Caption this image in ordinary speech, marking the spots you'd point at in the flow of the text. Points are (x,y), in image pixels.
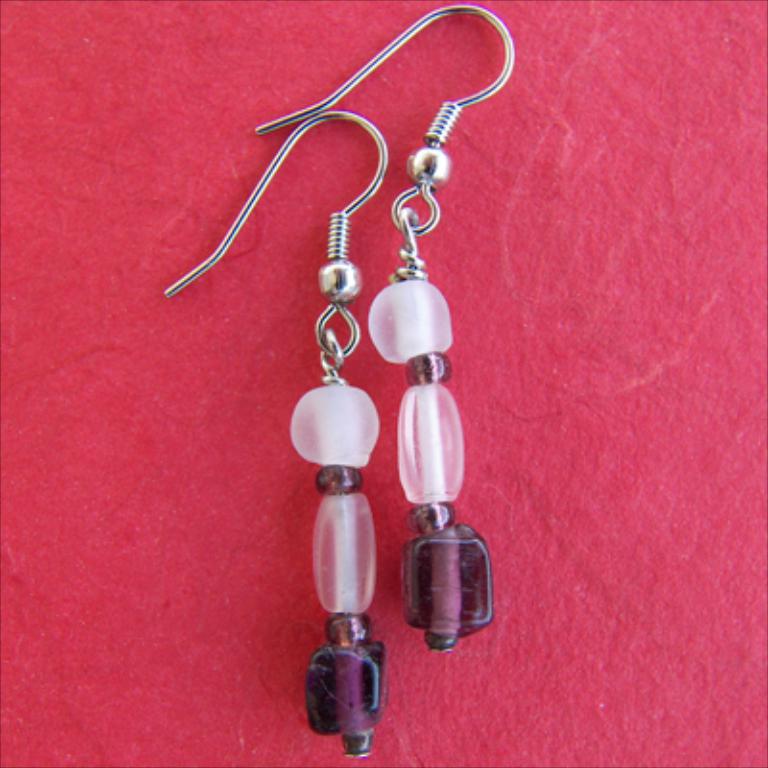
In this image, we can see pair of earrings (438,335) are on the red surface (592,477).
